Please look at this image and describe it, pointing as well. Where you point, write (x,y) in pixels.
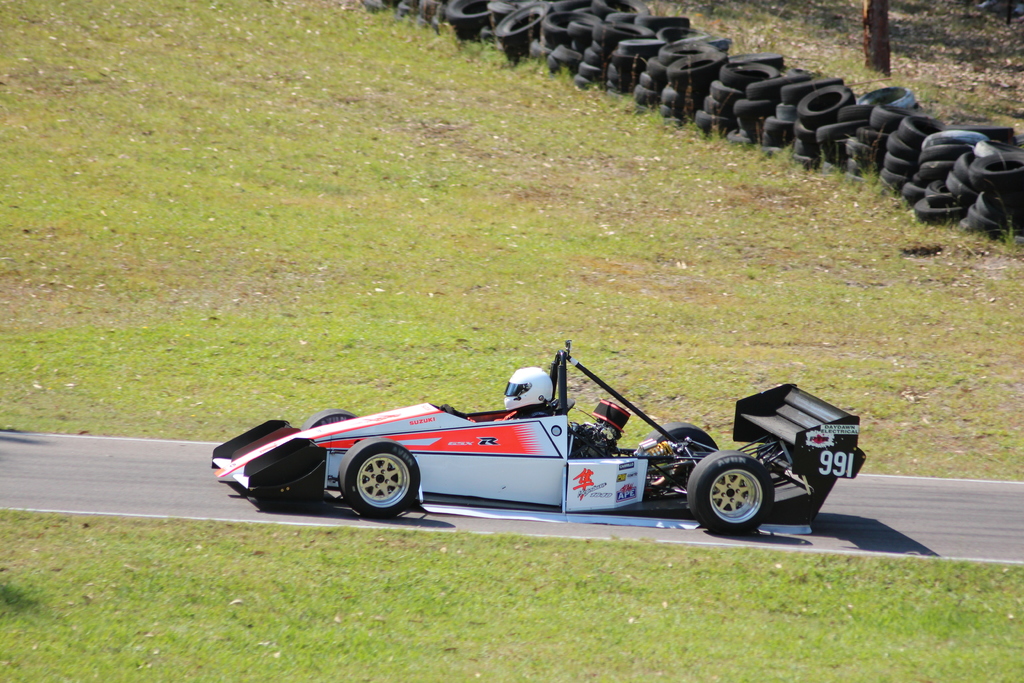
This picture shows a sports car (634,470) and we see human (513,394) seated and we see helmet (525,397) on the head (544,403) and we see grass (499,307) on the ground (702,645) and few tires (853,158) on the side.
